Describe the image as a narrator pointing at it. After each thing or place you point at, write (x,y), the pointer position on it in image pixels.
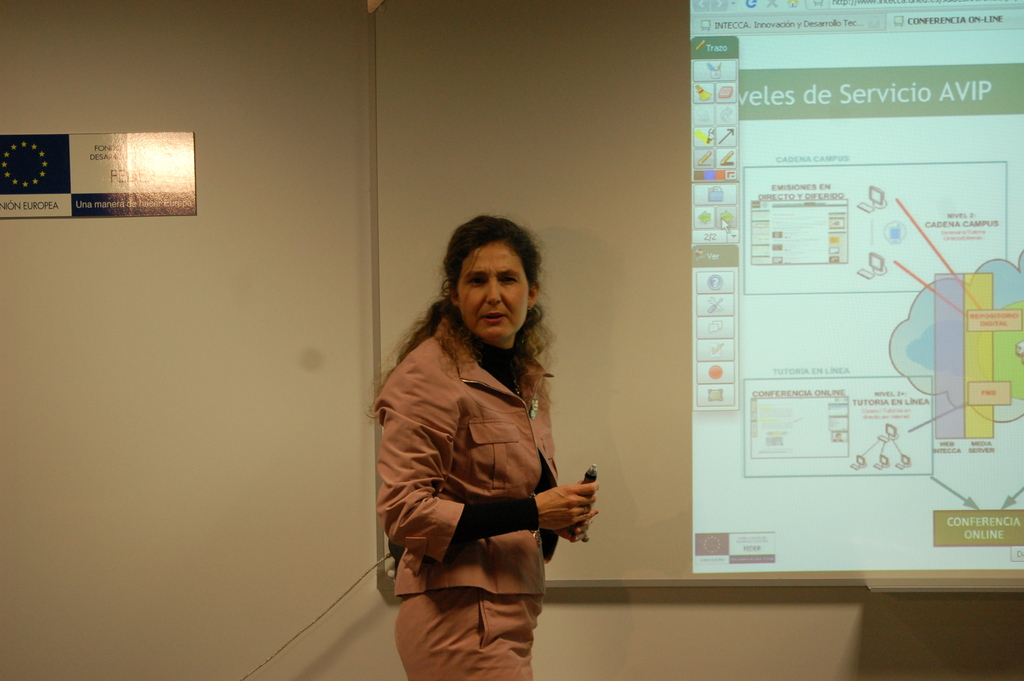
In this image we can see a woman (495,241) wearing a dress (423,673) is standing here. Here we see a board (186,152) is fixed to the wall (117,310) and the projector screen (857,362) on which we can see something is displayed.
